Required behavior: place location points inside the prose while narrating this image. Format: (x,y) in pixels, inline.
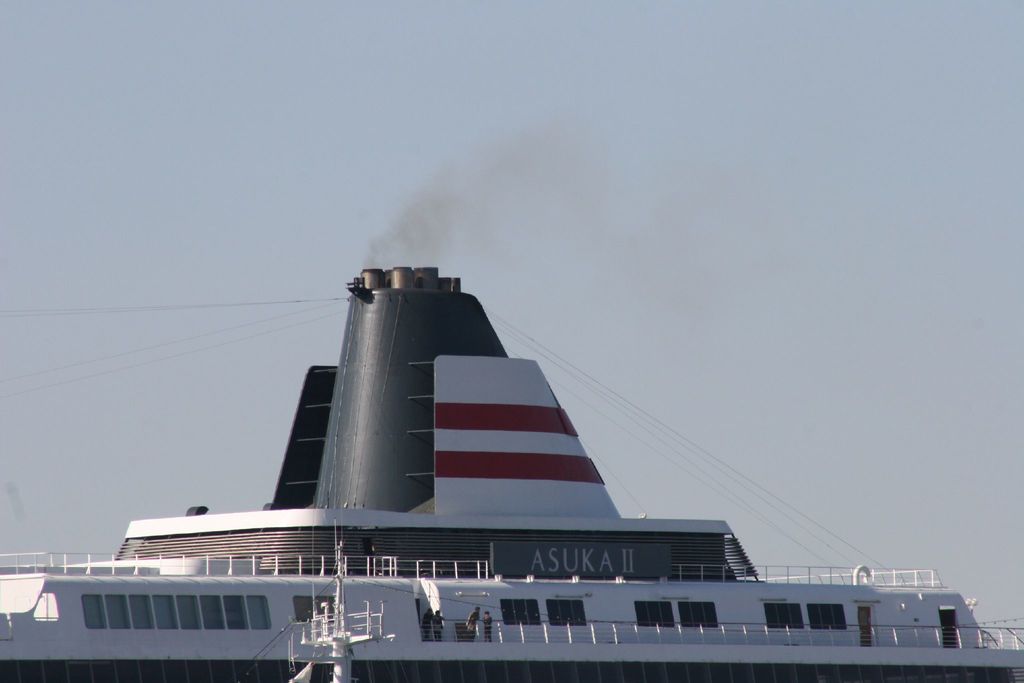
In this picture there is a ship (483,618). There are group of people (428,641) standing behind the railing (706,632). There is a text (579,566) on the ship (648,554). At the top (790,167) there is sky (858,155) and there are wires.
